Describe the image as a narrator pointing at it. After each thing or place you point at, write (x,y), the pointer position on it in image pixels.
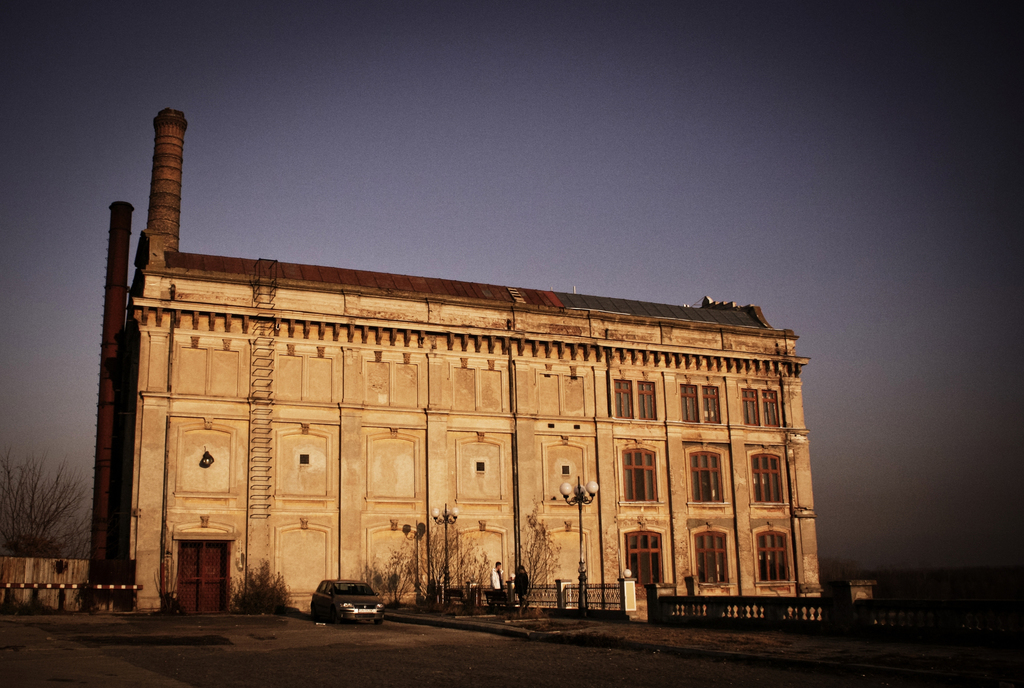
This image is clicked on the road (444,645). There is a building (405,429). In front of the building (424,563) there is a road (343,647). There is a car (351,606) parked on the road (345,626). Beside the road (423,638) there is a railing (705,612). There are two people (523,585) standing on the walkway (560,617). There are plants (441,574) and street light poles (457,513) on the walkway (600,615). At the top (613,136) there is the sky (655,133).
